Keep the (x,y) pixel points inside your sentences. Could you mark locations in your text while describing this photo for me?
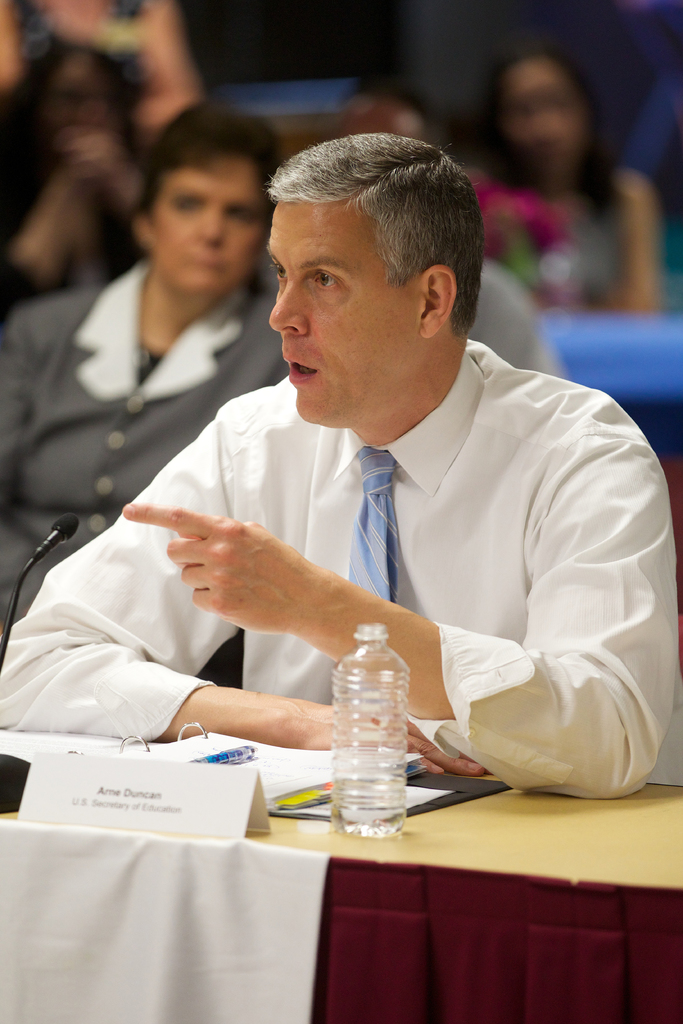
In this image there is a table (352,887), on that table (659,874) there are papers (270,768), board (234,809) and a bottle (389,685) and a mike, behind the table (643,830) there is a man (594,695) sitting on a chair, in the background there are people (43,453) sitting on chairs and it is blurred.
